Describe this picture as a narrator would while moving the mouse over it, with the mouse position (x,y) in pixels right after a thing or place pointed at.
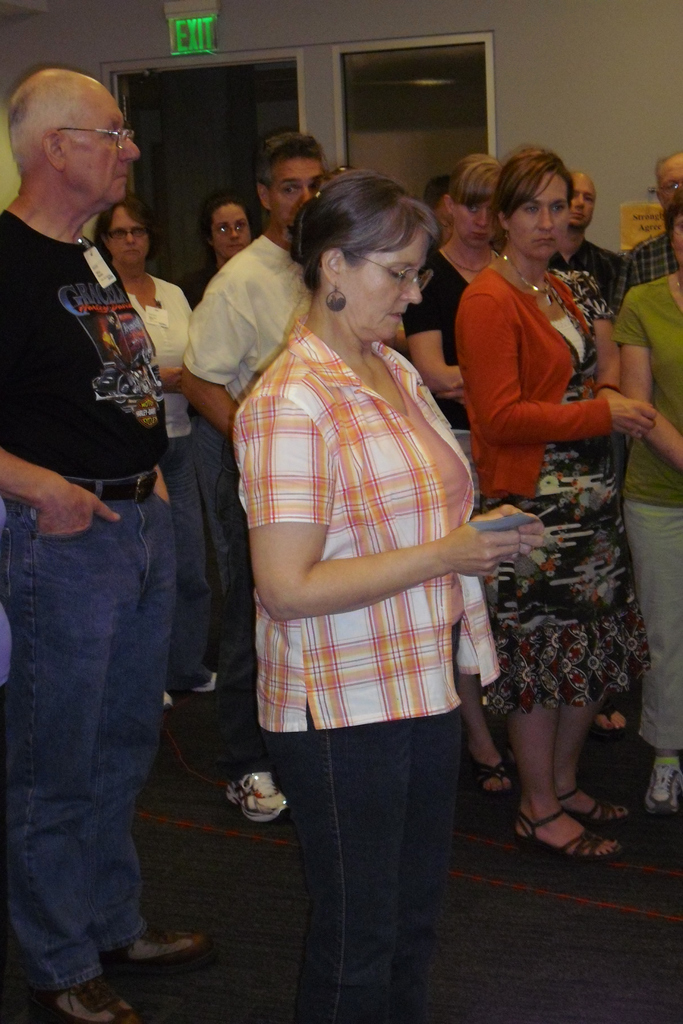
In this picture we can see a group of people (218,261) standing on the floor (246,921) and some people (76,480) wore spectacles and in the background (566,91) we can see the wall (543,72), name board (211,24), glass (209,150).
